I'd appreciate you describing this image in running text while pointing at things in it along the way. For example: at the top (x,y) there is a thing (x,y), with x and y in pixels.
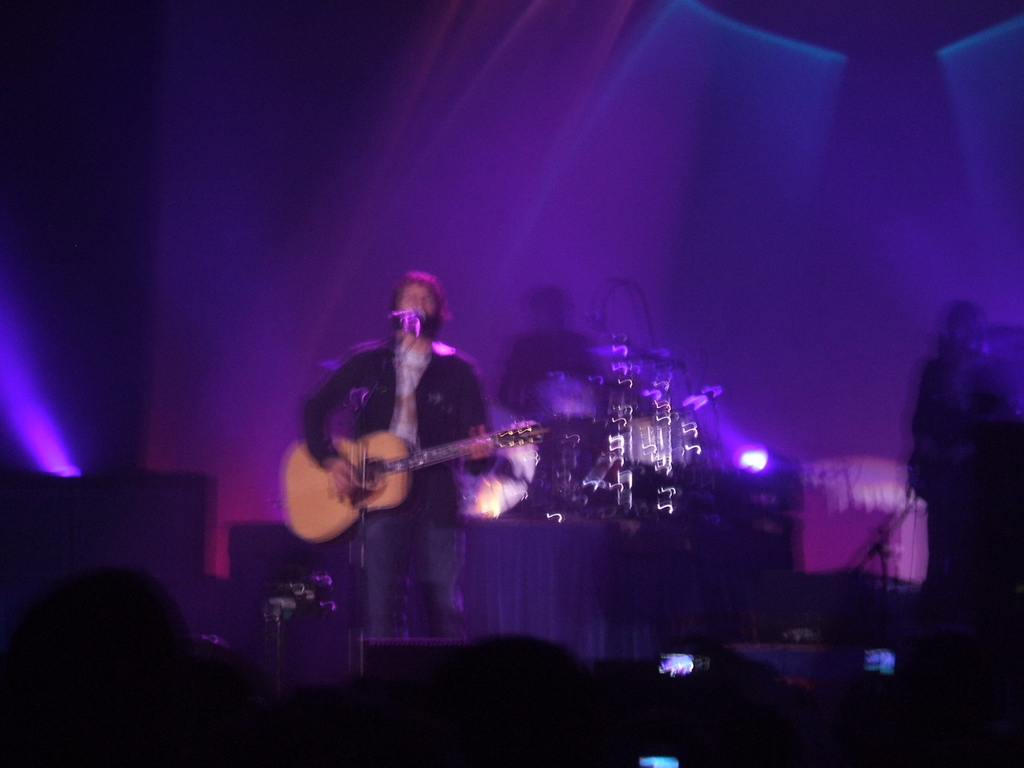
This picture shows a man (369,605) standing on the stage (412,633), playing a guitar (375,469) in his hands (349,483) in front of a microphone (405,311). In the background (555,372) there is another man (547,328) sitting and playing drums (610,449) here. There are some lights (757,452).
